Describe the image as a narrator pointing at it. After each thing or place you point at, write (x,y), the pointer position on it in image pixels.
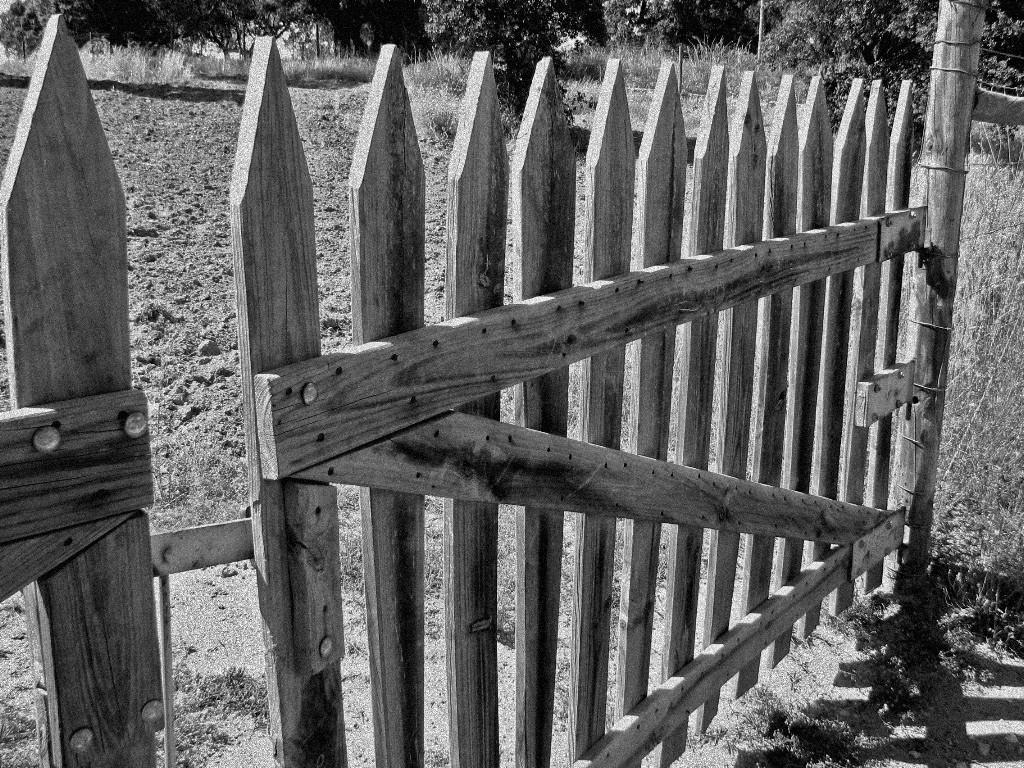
In the image we can see wooden fence (525,451), grass (972,395) and trees (363,11).
